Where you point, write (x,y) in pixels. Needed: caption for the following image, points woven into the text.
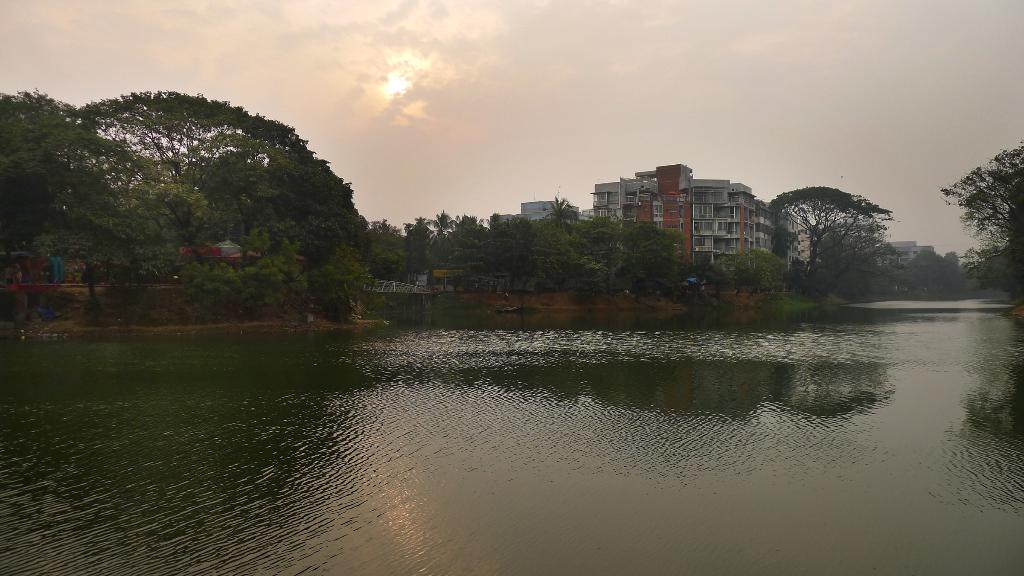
In this image I can see the water (434,478), few trees (415,273) which are green in color and few buildings (701,207). In the background (707,158) I can see the sky (726,92) and the sun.
